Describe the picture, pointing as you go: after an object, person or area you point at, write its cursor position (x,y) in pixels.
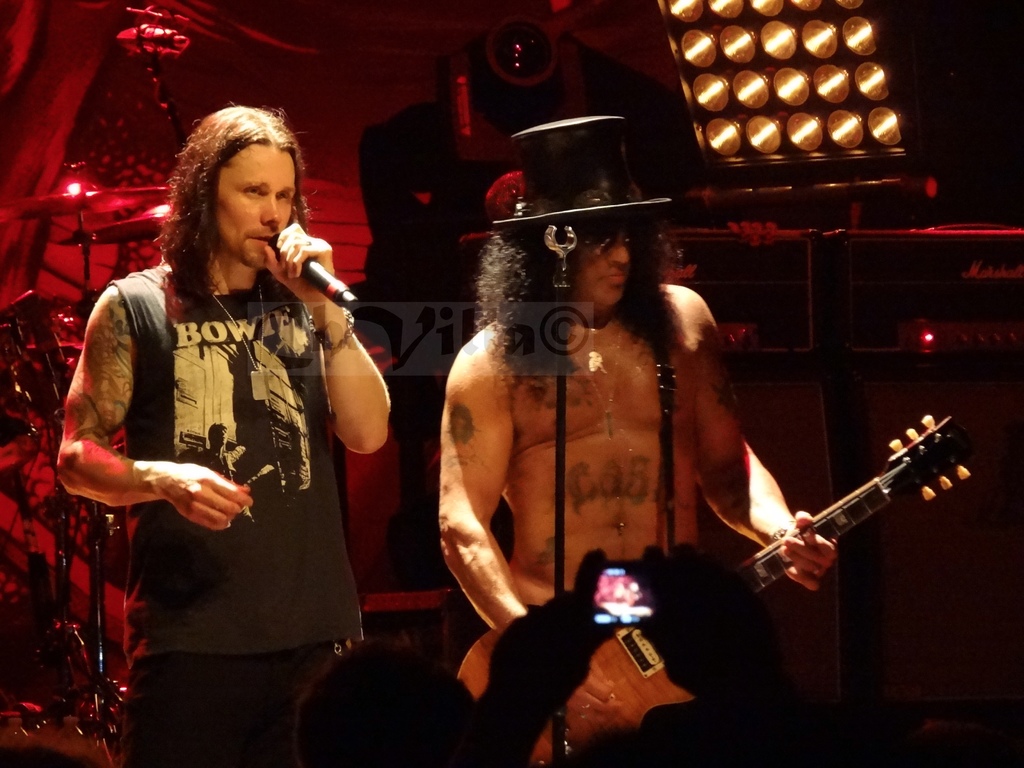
On the background (699,77) we can see lights (731,55), drums (83,211) with cymbals (153,207). We can see a man (521,215) standing, wearing a black color hat (583,186) and playing guitar (767,571). Here we can see this man (276,132) with long hair (216,153) holding a mike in his hand (284,267).
